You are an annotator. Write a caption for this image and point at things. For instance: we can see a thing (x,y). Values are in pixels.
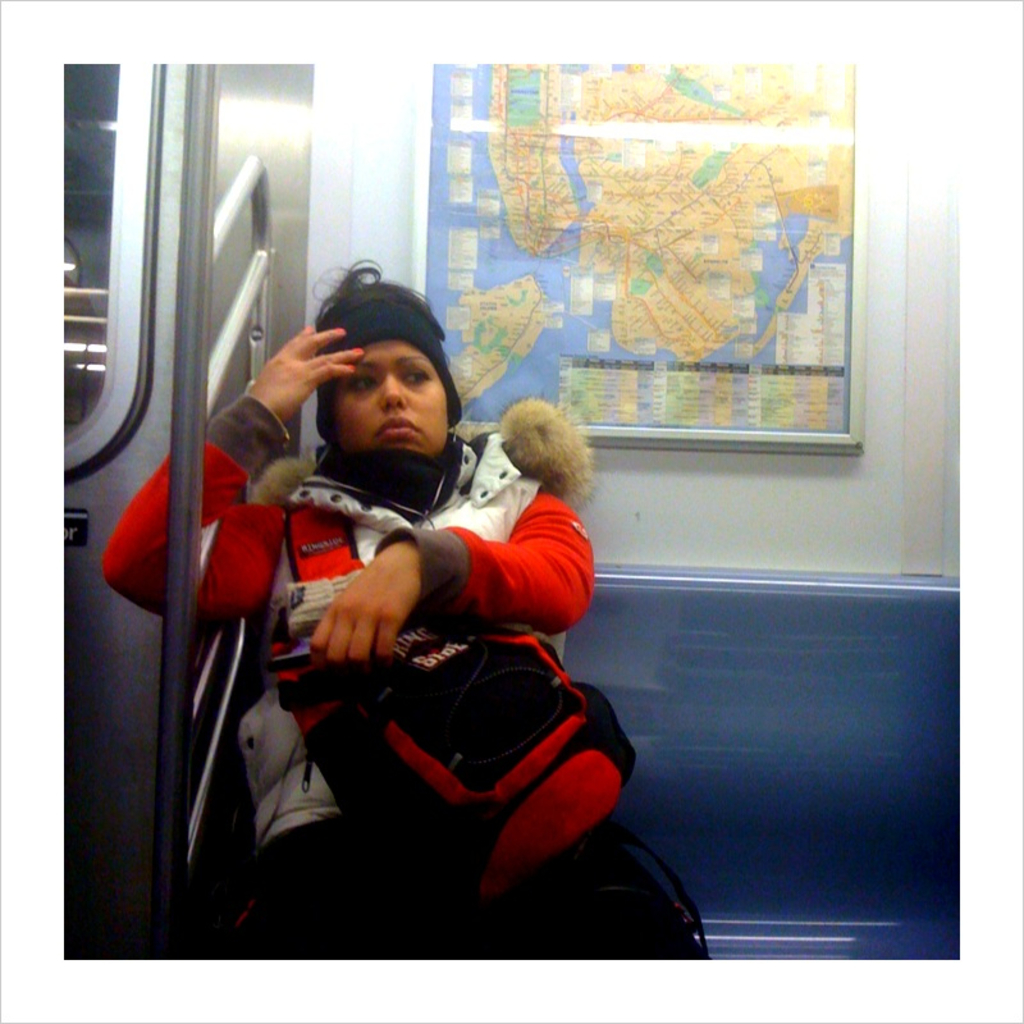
In this image I can see the person (270,687) holding the bag (381,753) and wearing the white and red color jacket (224,604). I can see the person (348,636) sitting inside the vehicle (723,799). In the background (641,376) I can see the board (447,153).
